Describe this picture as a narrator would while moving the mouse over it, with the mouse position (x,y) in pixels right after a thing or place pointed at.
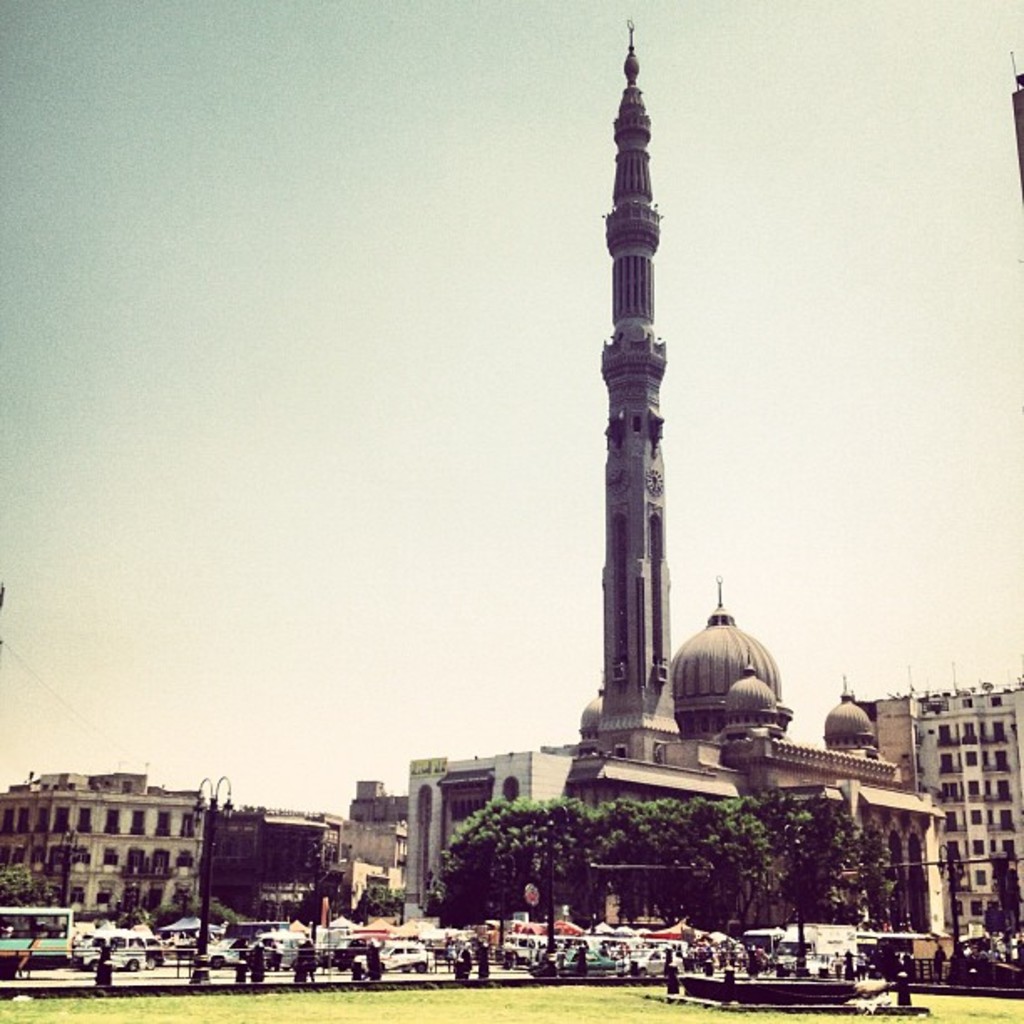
In this picture we can see some grass (720,1012) on the ground (346,1014). There are a few vehicles (146,943), streetlights (64,889) and buildings (498,771) in the background (241,846).
